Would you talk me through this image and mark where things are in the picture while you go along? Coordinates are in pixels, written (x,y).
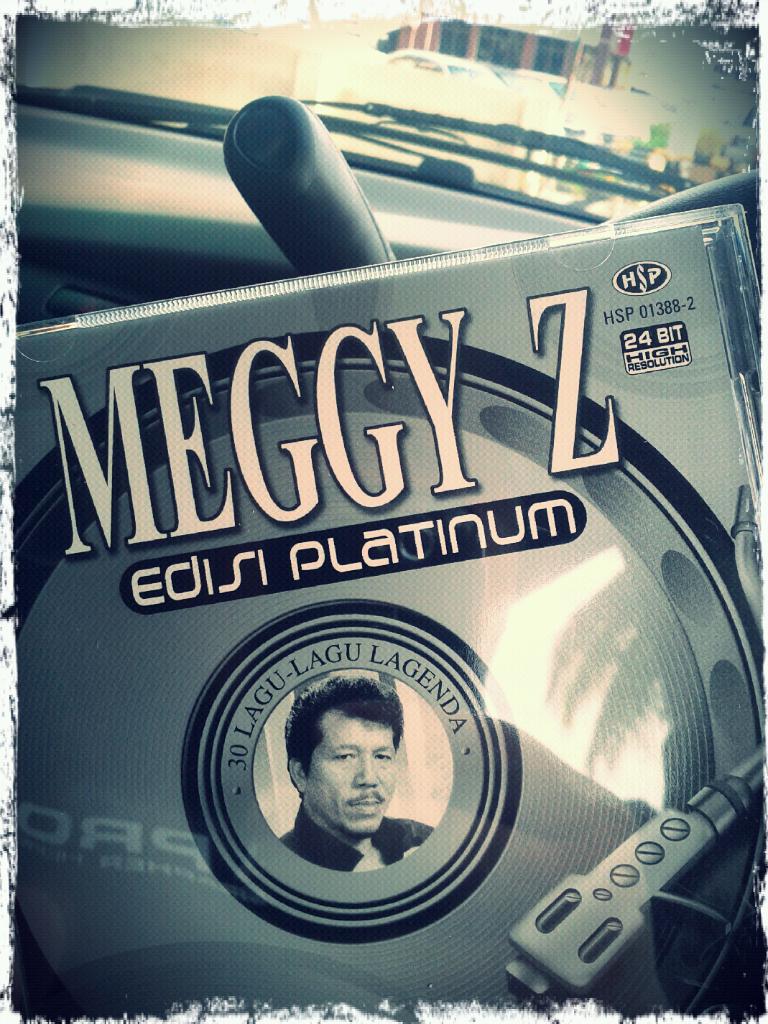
This looks like an edited image. I think this is the CD case (536,837) with letters (132,486) and a picture (408,763) on it. This looks like a glass (460,133) and a glass wiper (633,170).
